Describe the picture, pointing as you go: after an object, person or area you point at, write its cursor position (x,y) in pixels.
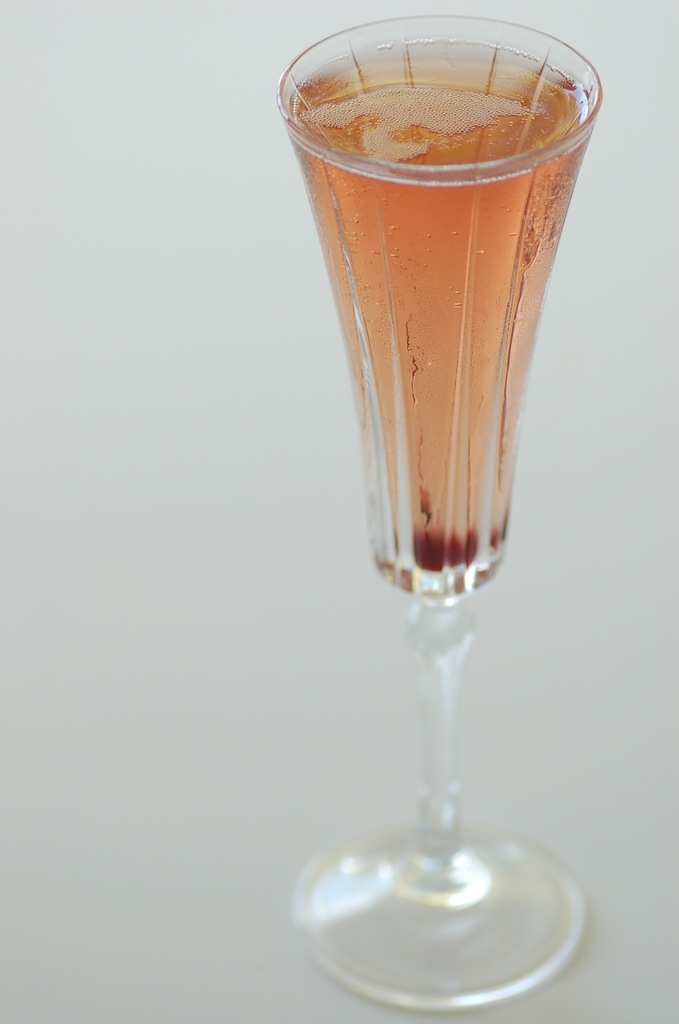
In this image there is a glass (338,903) filled with drink (413,145). Background (555,699) is white in colour.
